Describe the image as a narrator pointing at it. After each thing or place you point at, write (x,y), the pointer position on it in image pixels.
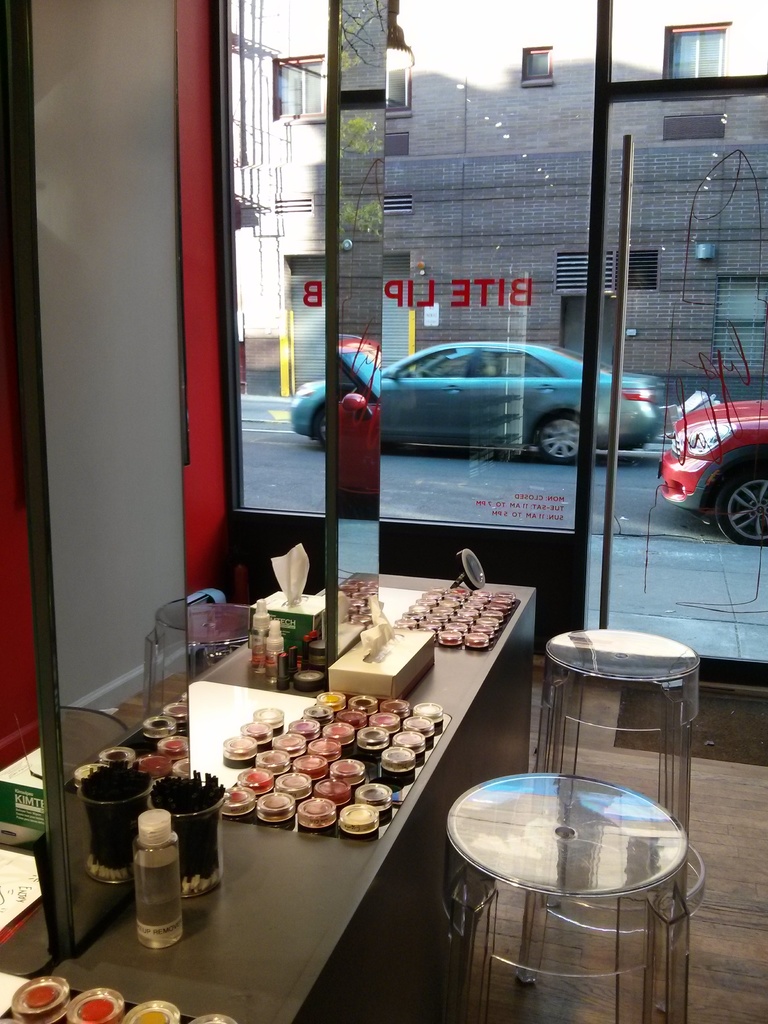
In the image we can see there are vehicles (578,403) on the road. Here we can see the building (524,145) and the windows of the building (575,179). Here we can see stools (626,843), floor (740,865) and many other objects (199,867).
